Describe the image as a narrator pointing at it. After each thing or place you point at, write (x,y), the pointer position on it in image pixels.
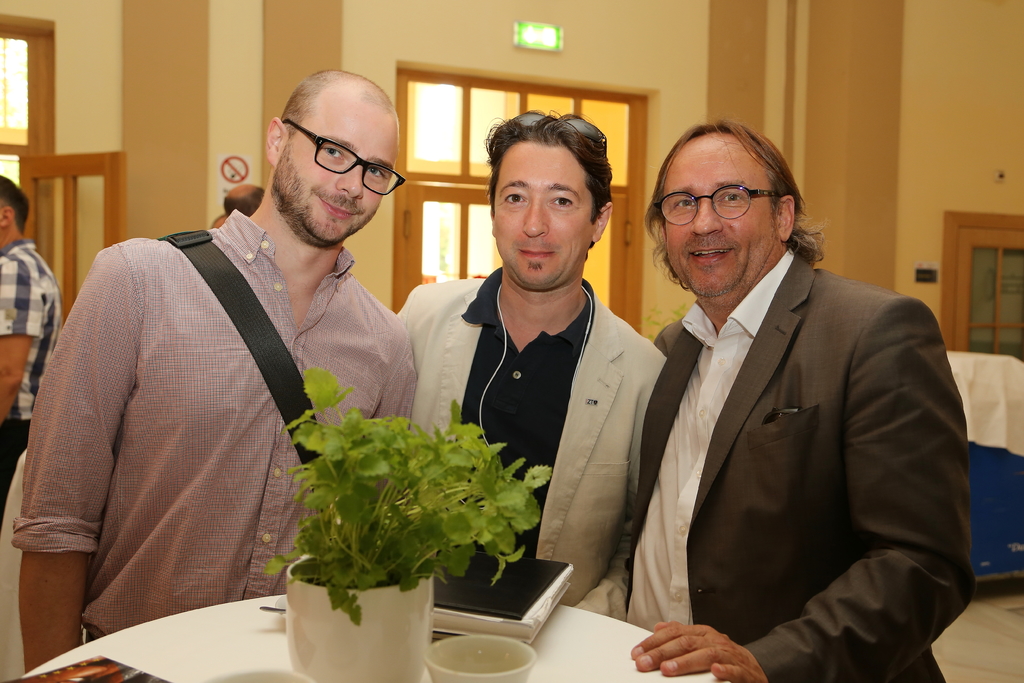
This is an inside view. Here I can see three men (695,372) standing, smiling and giving pose for the picture. In front of this man (881,499) there is a table (228,627) on which a plant pot (362,640), book (518,617), bowl (521,648) and some other objects (116,669) are placed. In the background (594,248) there are three windows (561,90) to the wall (809,93). On the right side (992,477) there is a blue color object (1002,520) on which white color cloth (989,402) is placed. On the left side (25,359) there is another man (13,350) standing facing towards the left side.
